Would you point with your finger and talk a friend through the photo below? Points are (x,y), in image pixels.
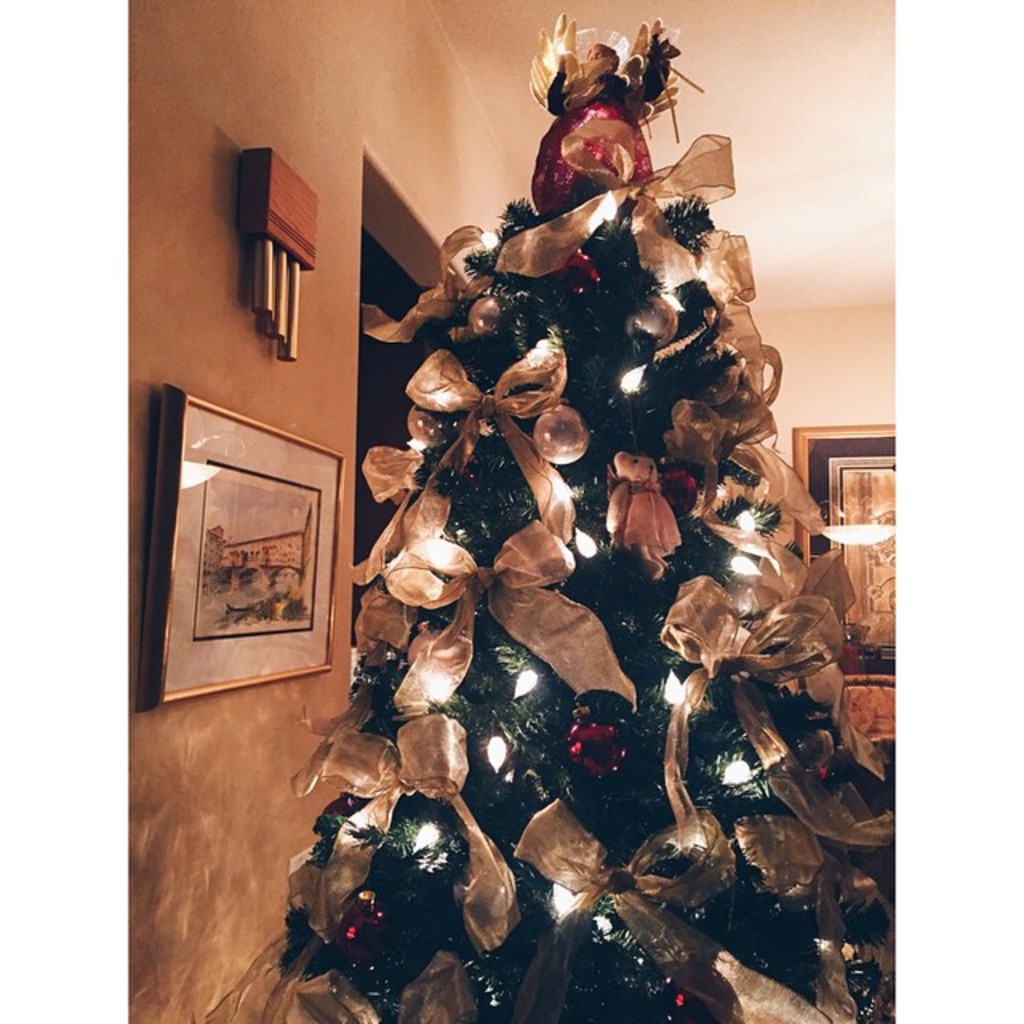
In this picture we can observe a green color Christmas tree (590,730) decorated with some lights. We can observe some ribbons (508,628) which are in gold color on the tree (631,727). There are some photo frames (279,566) fixed to the wall (287,407) in this picture. In the background (282,367) there is a wall (803,370).
